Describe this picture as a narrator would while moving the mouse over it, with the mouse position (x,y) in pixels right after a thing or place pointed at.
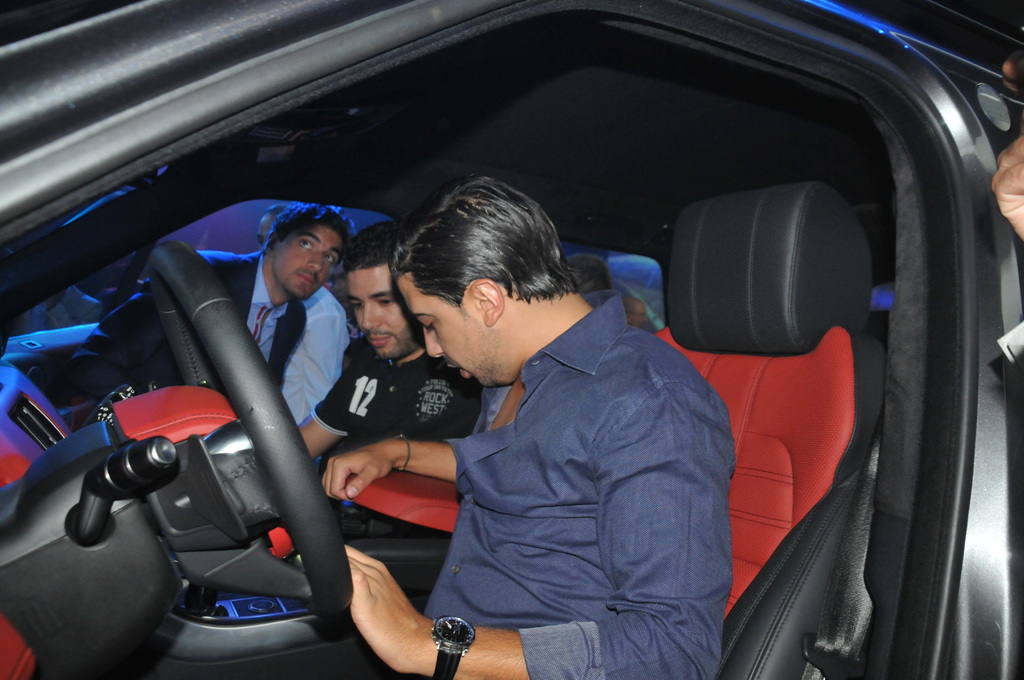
In the picture we can see three people (681,491) at a car (11,539) near the steering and we can see a red seats (822,239) with black cover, a man (487,569) who is sitting first is wearing a blue shirt (528,603) with wrist watch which is black in color, and second person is wearing a black T-shirt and the third person (106,370) is wearing a blazer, tie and shirt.
